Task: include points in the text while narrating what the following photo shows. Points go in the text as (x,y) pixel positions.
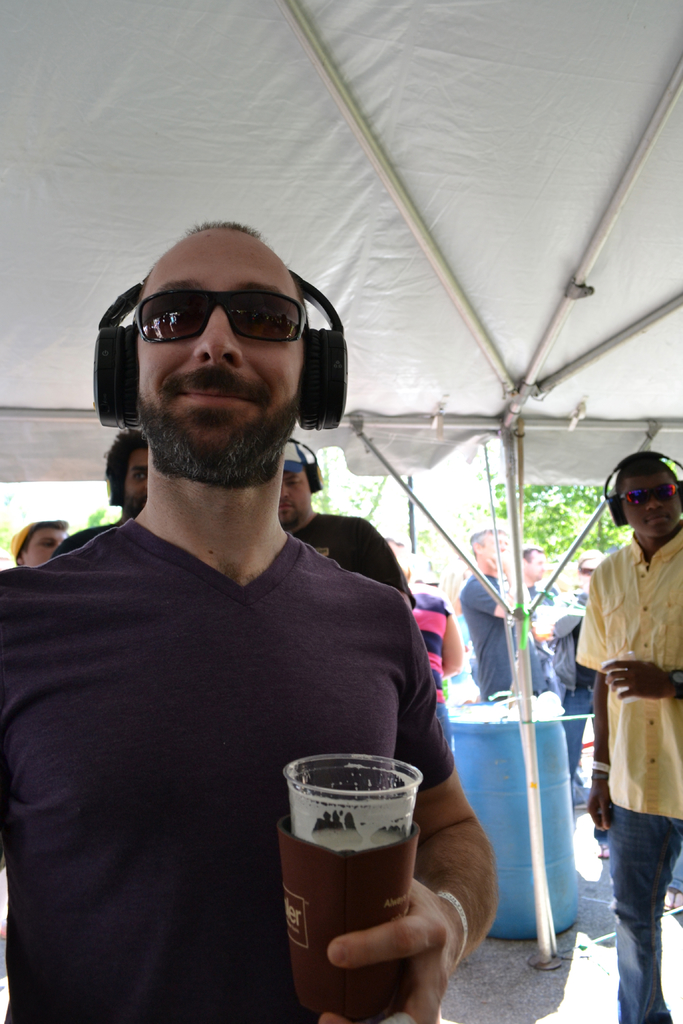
In this image I can see few people (274,777) standing. In front (350,816) the man (198,392) is wearing a headset (312,334) and a glasses (245,316) and holding a glass (363,837). At the back side (497,735) I can see a drums (504,743) and a trees (555,515).
